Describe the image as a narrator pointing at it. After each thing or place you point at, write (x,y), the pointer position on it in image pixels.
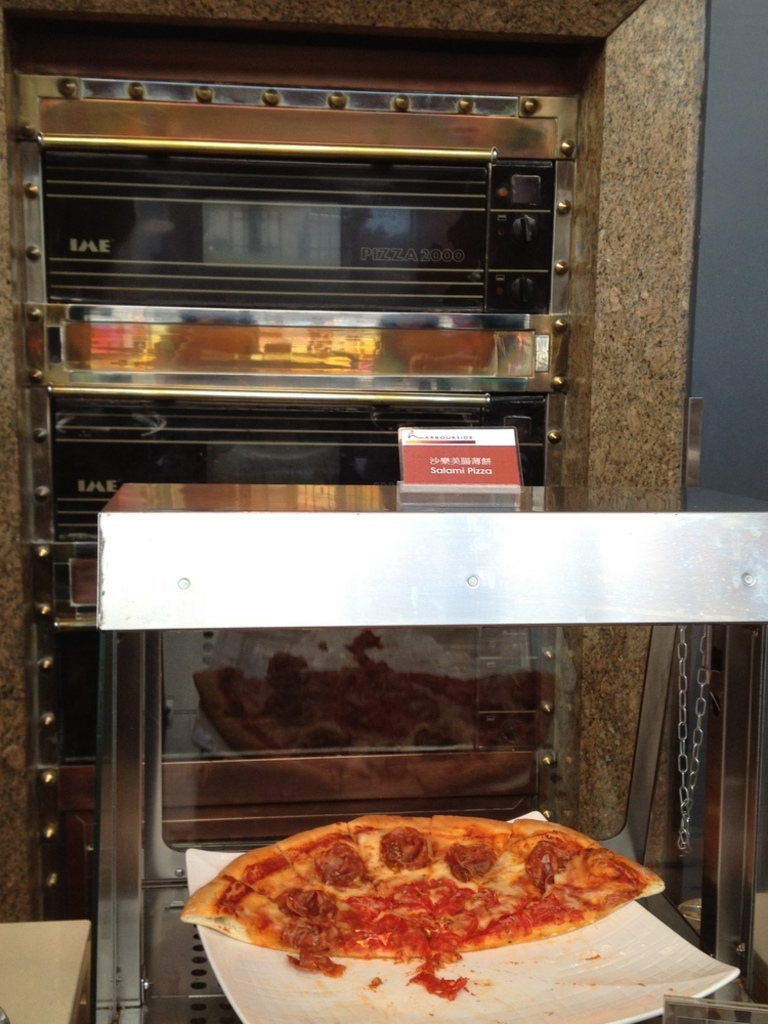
In the foreground (565,880) I can see a pizza (555,872) in a plate (463,976). In the background (561,774) I can see ovens (438,284) and a wall (736,278). This image is taken may be in a hall (163,842).
